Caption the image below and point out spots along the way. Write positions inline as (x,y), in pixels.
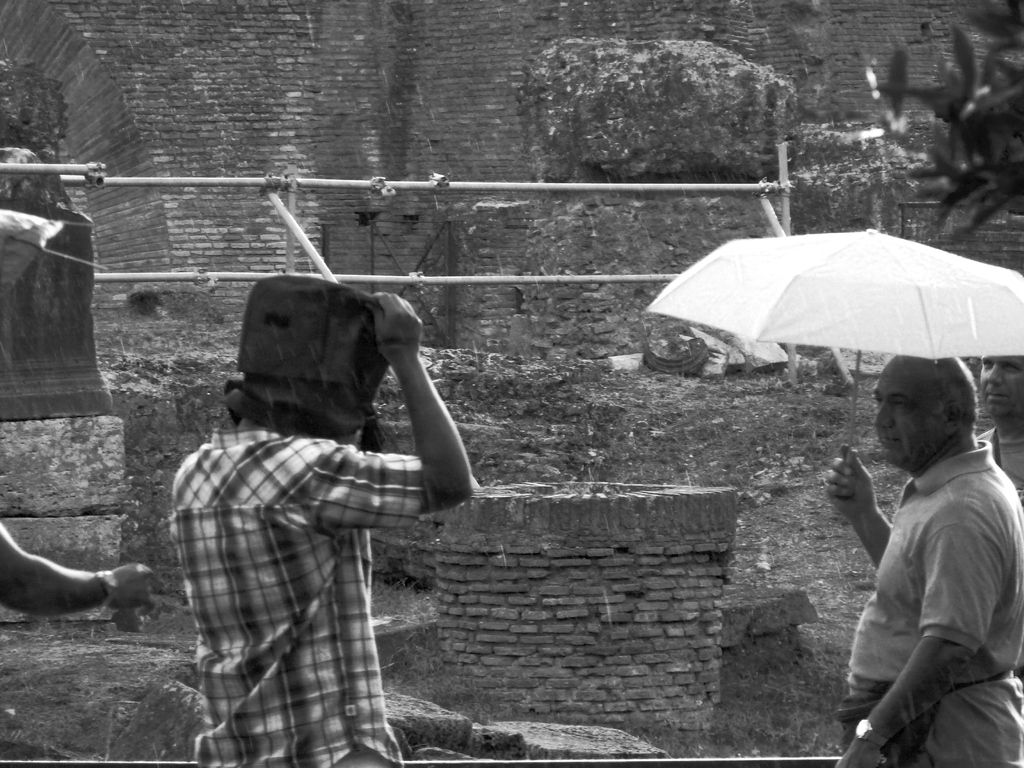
This picture is clicked outside. In the foreground (927,449) we can see the two persons (935,410) and we can see an umbrella (829,290). In the background (462,172) we can see the wall (470,70), metal rods (560,277), leaves (949,90) and some other objects (19,346).
